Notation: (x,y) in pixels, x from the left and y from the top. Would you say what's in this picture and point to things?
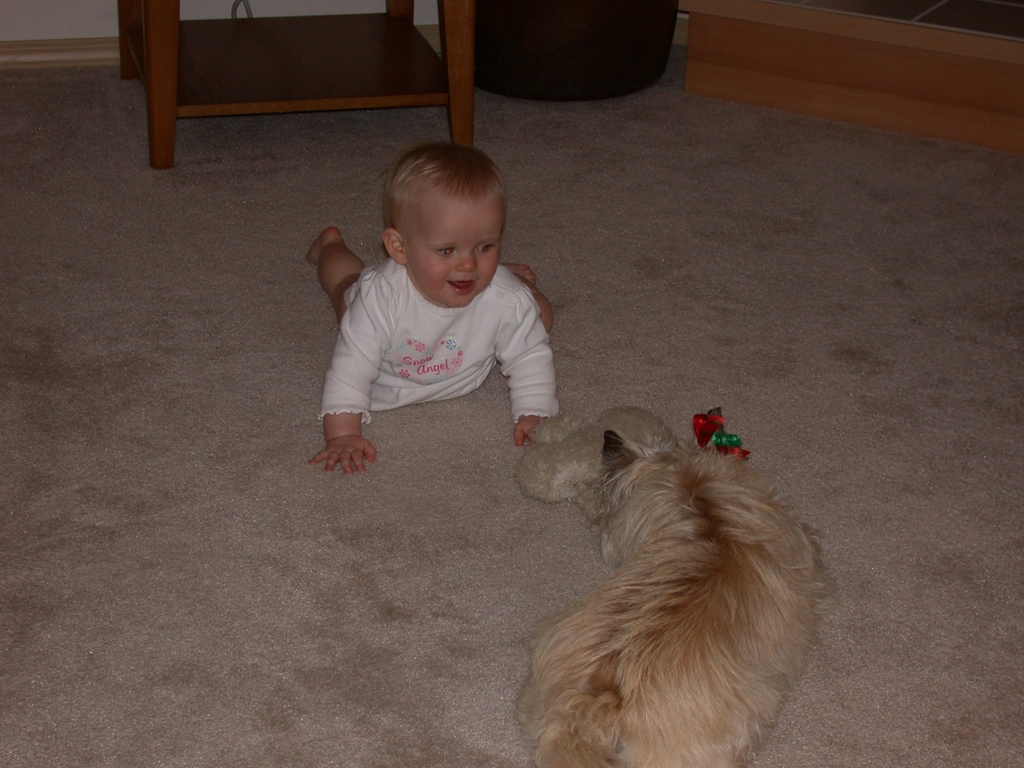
This kid (467,297) is crawling on this floor (473,432) and wore white dress (440,346). In-front of this kid (492,316) there is a dog (663,539). This is table (263,90) made with wood (294,73).
